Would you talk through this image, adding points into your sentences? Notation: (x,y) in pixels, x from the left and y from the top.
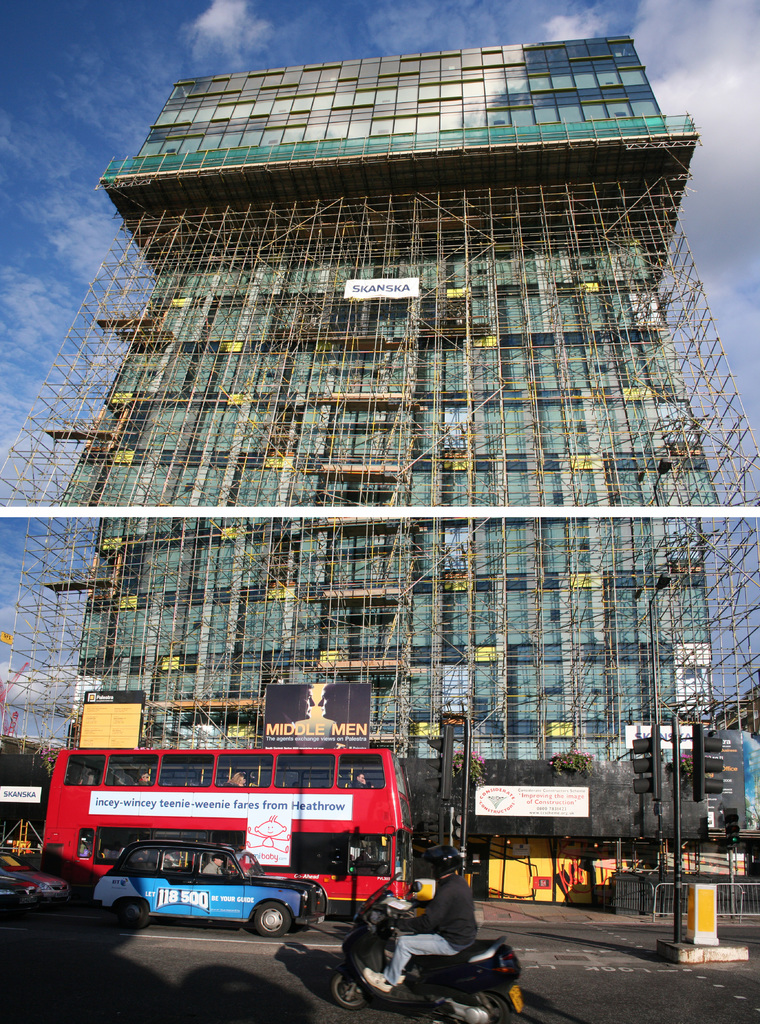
As we can see in the image there are a bus (255,773), a man (470,902) sitting on motor cycle (377,941), fence (656,889), banner (530,809), building (453,494), sky (414,48) and clouds (714,284).
